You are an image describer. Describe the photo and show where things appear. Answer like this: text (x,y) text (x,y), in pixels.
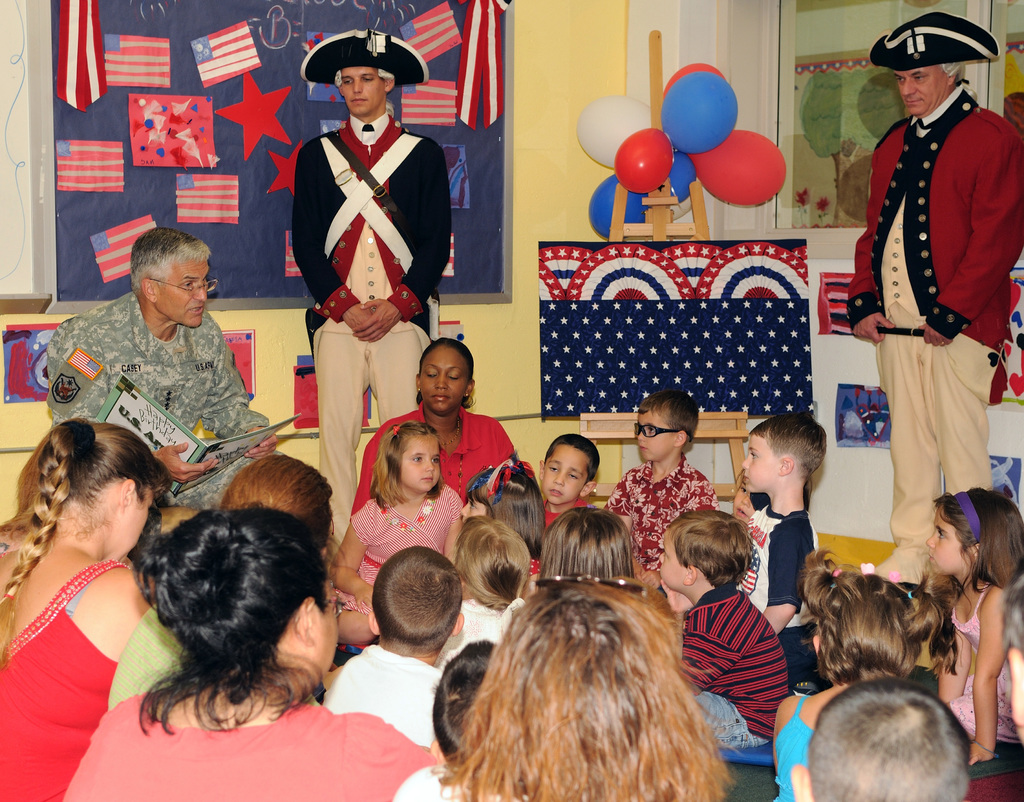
In this picture in the front there are persons (265,483) sitting. In the background (394,311) there are persons (946,209) standing, there are frames (262,201) on the wall (528,252), on the frame (474,221) there are flags (58,158), there are balloons (670,164) and in the left (178,360) there is a person (171,381) sitting and holding a book (170,421) in his hand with some text (158,420) written on it.
